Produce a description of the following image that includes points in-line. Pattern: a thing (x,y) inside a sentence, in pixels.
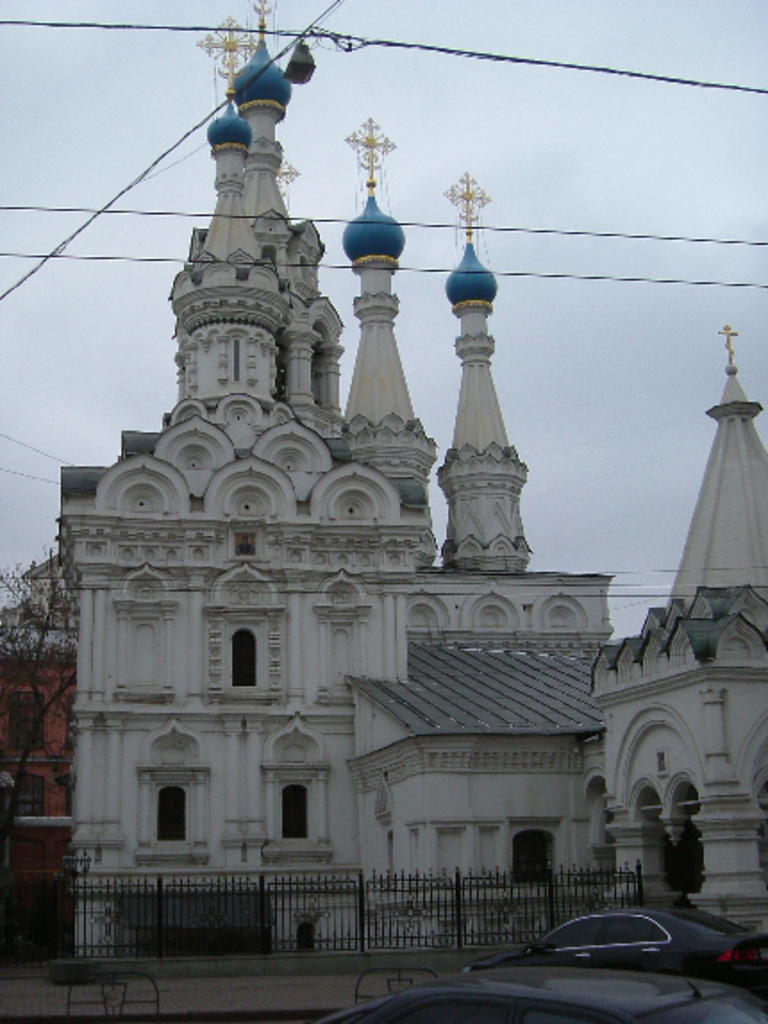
This image consists of a building (398,743). It looks like a temple (435,695). At the bottom (534,1006), we can see the cars (427,1005). In the front (284,903), there is a fence (306,932). At the top (98,194), there is sky (165,345).
